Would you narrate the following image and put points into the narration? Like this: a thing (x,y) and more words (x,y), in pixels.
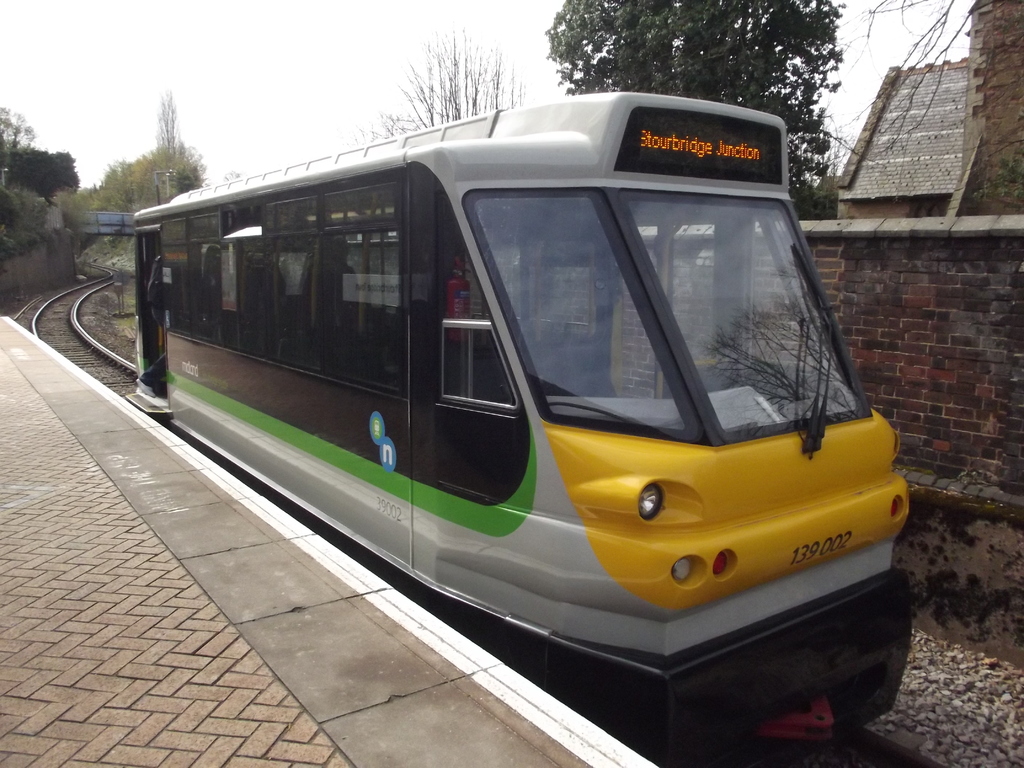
In this picture we can see a train (481,413) on the right side (699,468), on the left side (199,688) there is a platform (194,689), in the background (620,73) there are some trees (708,38), we can see a wall (910,304) and roof (919,158) on the right side (936,243), there is the sky (293,66) at the top of the picture (273,9).
